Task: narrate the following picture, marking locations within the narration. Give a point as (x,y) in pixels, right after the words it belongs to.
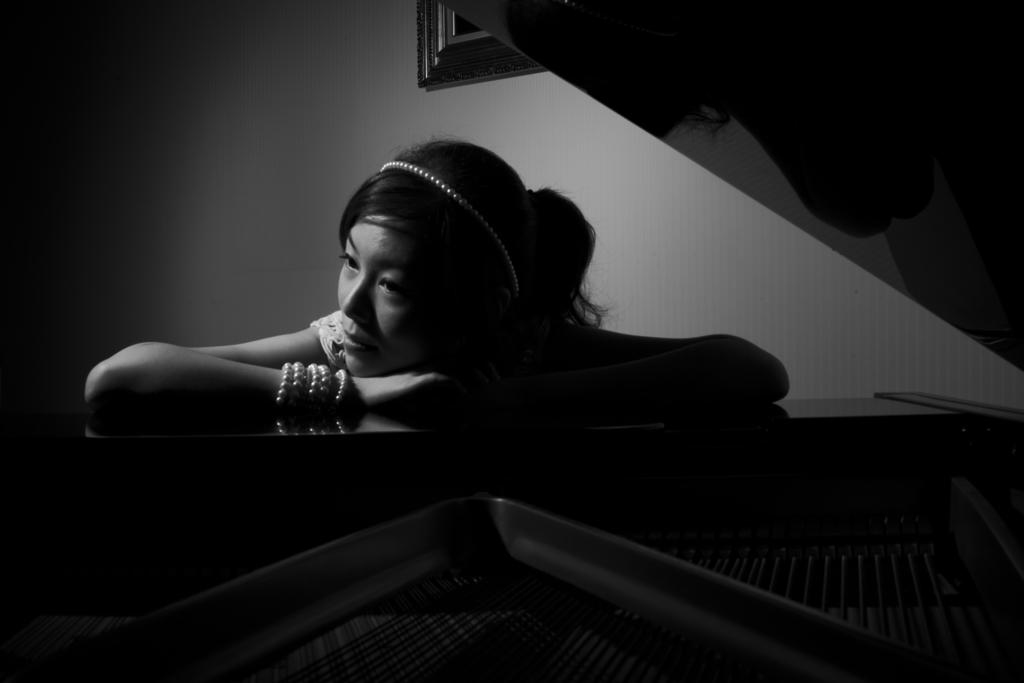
In this picture there is a woman (579,301) who is wearing a bracelet (321,374), white dress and she is sitting near to the piano (565,520). At the top (479,67) there is a frame (440,45) which is placed on the wall (363,78).
